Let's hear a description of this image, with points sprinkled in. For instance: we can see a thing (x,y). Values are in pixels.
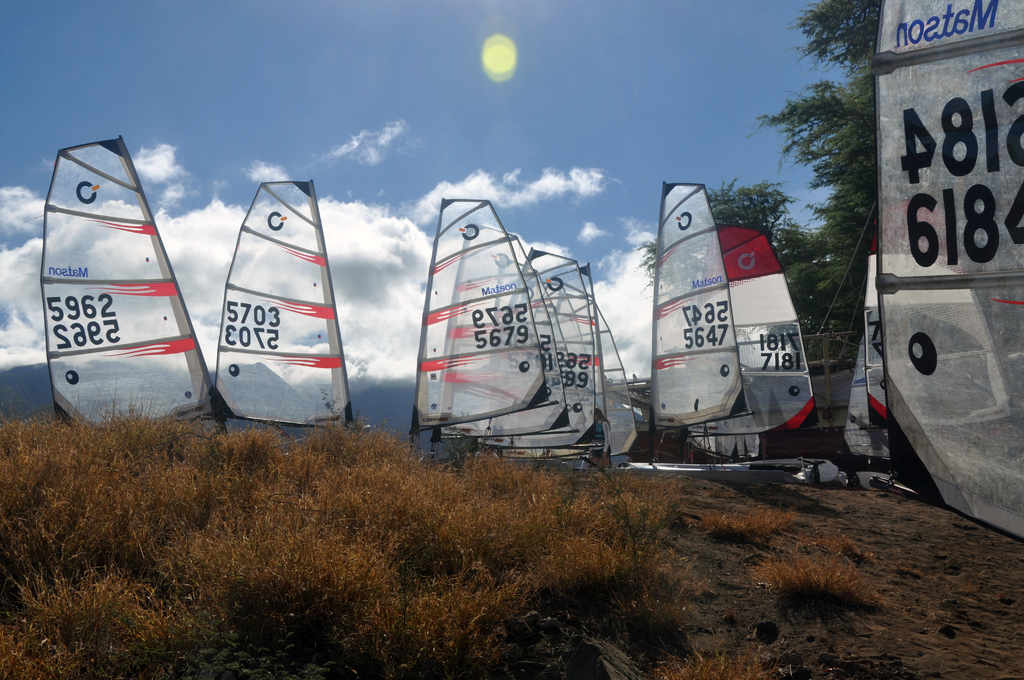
In this image I can see number of sailing boats (126,367), grass (89,659), trees (875,100), clouds (394,273), the sky (526,44) and here I can see something is written at many places.
